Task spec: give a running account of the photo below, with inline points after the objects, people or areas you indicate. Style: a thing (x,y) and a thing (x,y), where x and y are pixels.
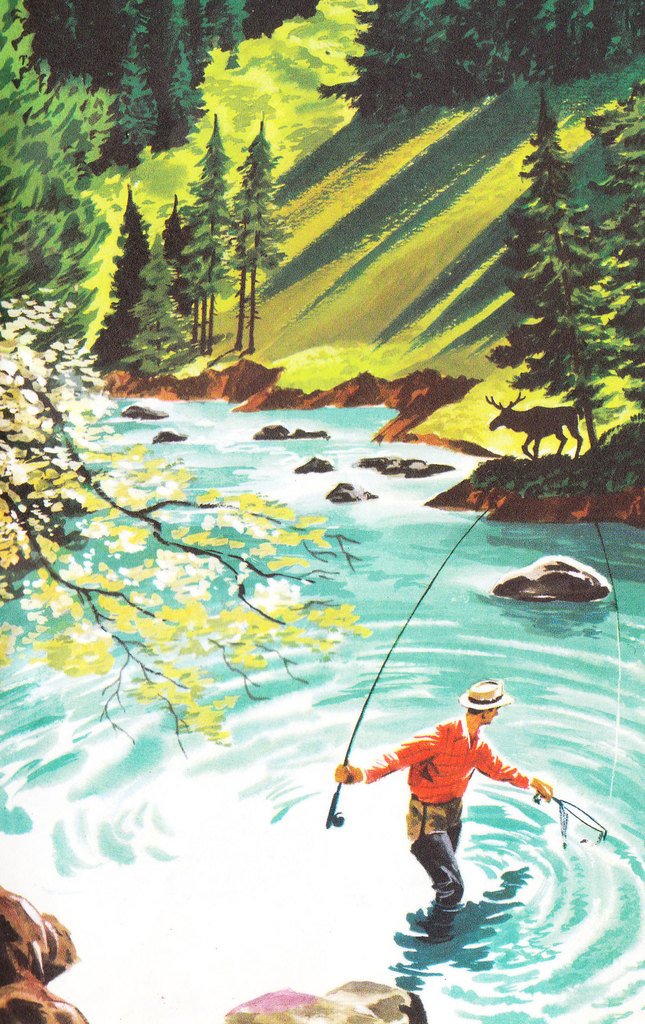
In this image we can see a painting (327,615). Top of the image (377,165) grassy land (402,148) and trees (256,106) are present. Bottom of the image (535,801) one man (419,799) is standing by holding fishing net (579,811) in his hand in the water (214,788). Bottom of the image (62,951) some rocks (62,1018) are present.
